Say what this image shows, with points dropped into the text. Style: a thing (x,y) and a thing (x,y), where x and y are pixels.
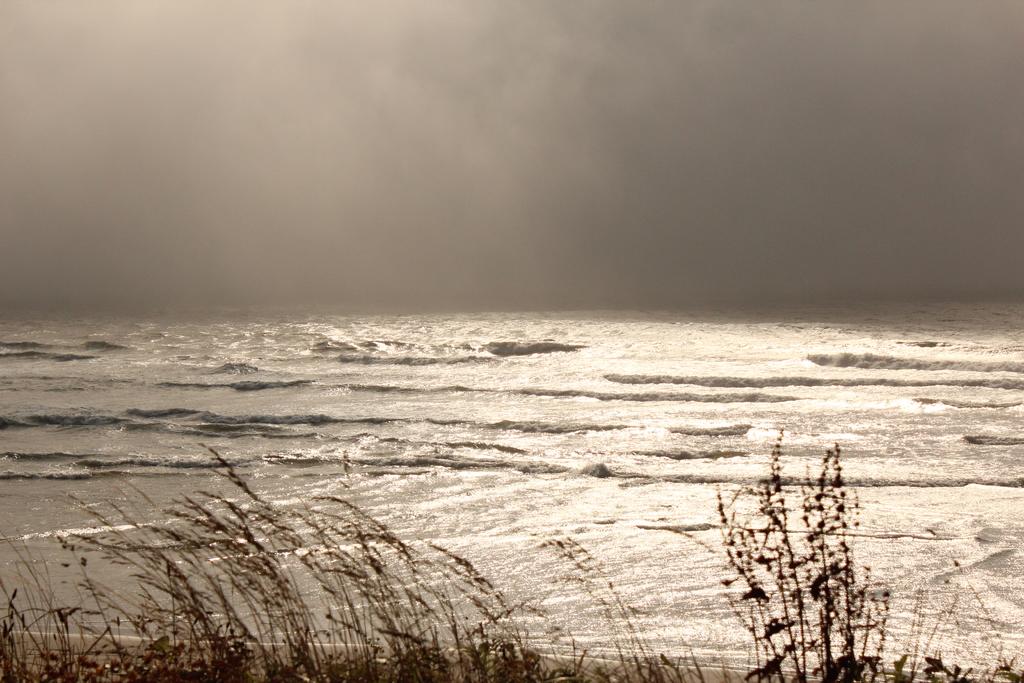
Here we can see grass (284,671) and we can see water (630,376). In the background (584,212) we can see sky (466,130) is cloudy.
